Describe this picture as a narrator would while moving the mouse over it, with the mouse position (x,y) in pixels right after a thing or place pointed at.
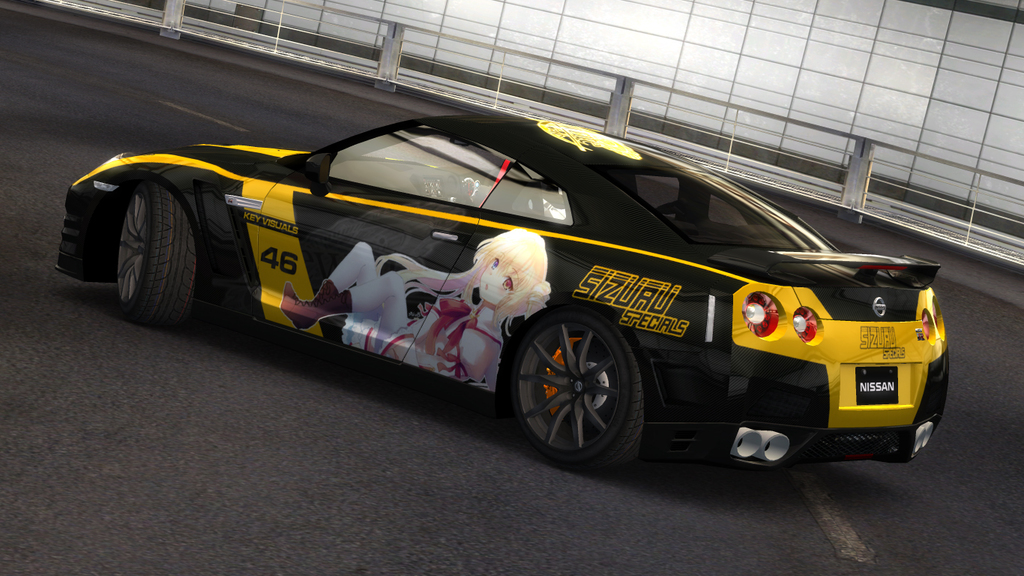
In this picture there is a car (514,303) on the road (445,502). On the car (646,263) I can see the cartoon image (542,305) of a woman (487,305). In the back (1017,195) I can see the fencing (996,212) and glass partition (787,75).
